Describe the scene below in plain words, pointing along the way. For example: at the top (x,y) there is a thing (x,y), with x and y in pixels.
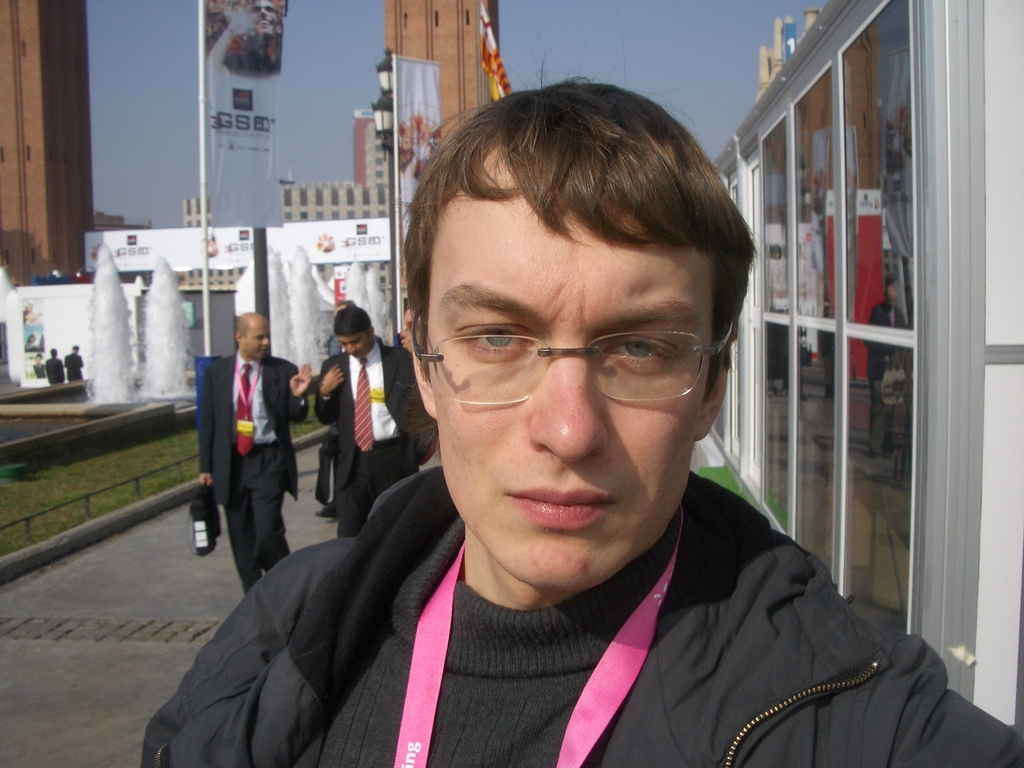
In this image we can see a man (584,462). He is wearing black T-shirt (373,672), jacket (222,678) and pink color tag (614,660) around his neck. In the background (354,492), we can see two people (279,429) are walking on the pavement (139,659). There is a fountain (369,298), banners (399,93), poles (391,249), grassy land (115,465), fence (139,478) and buildings (76,109) in the background of the image (364,210). On the right side of the image (944,256), we can see a building (941,342). There is the sky (570,29) at the top of the image (348,27).
